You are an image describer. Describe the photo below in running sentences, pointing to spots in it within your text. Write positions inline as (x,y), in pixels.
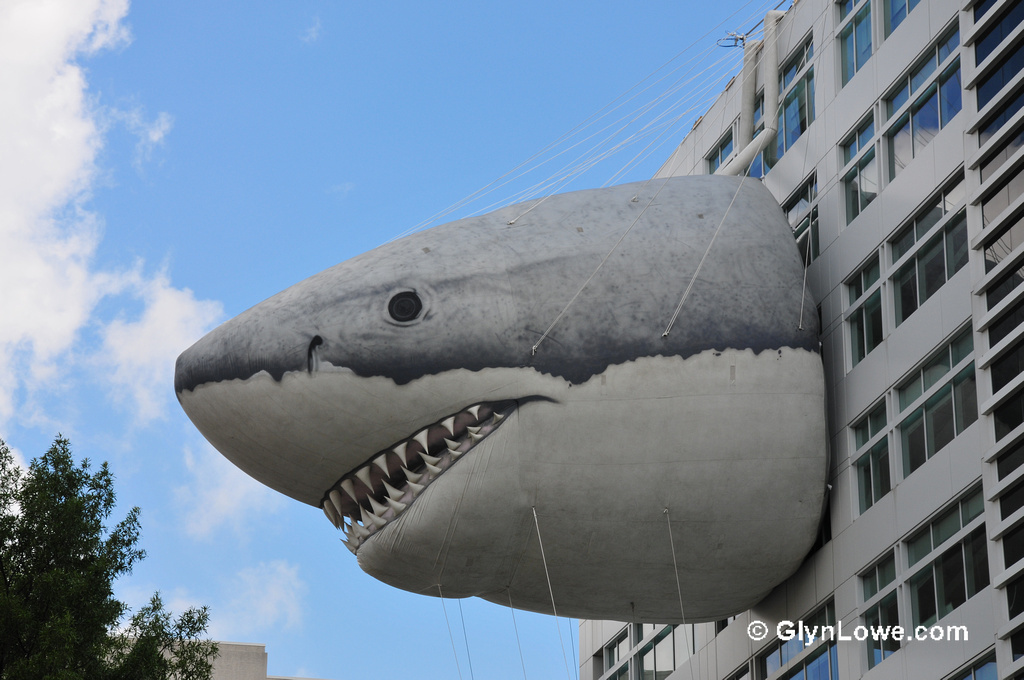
In this image we can see building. In the background (125,288) there are clouds (46,136), tree (102,598), building (237,665) and sky (380,116).
